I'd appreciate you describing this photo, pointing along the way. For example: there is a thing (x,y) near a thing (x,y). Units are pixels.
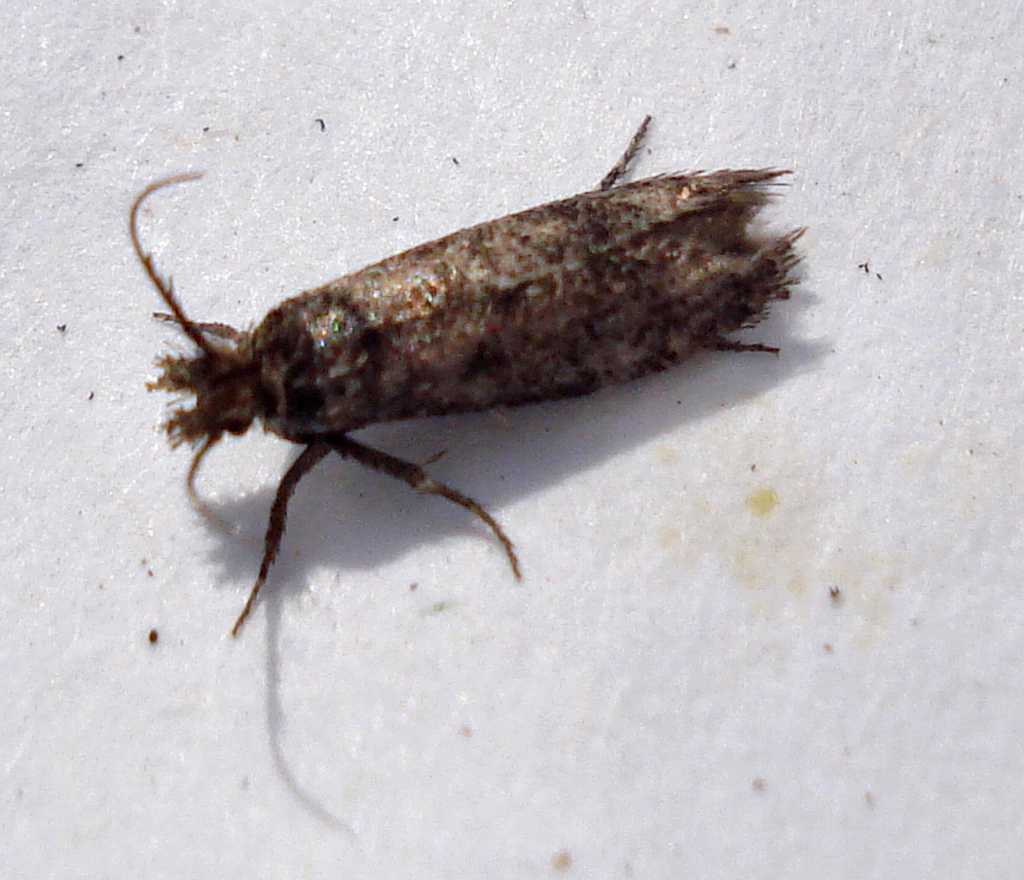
In this image, we can see an insect (188,383) on the white surface (167,632).
